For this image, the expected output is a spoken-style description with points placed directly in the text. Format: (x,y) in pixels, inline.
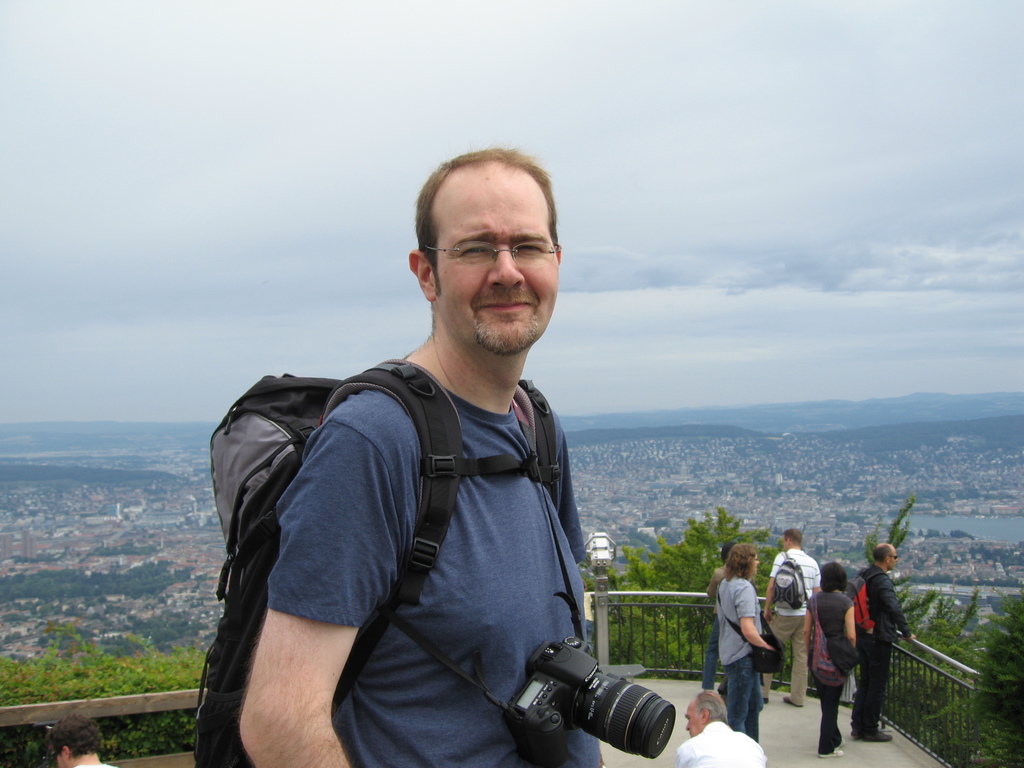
In the foreground of the picture (365,456) there is a person (351,625) wearing a backpack (264,490) and camera (526,684). In the center of the picture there are people (784,625), trees (668,566), plants (146,677), light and railing (683,606). In the background (772,515) it is aerial view of a city (754,475). In the background (581,500) there are trees (183,578), buildings (625,479) and hills (150,433). Sky (194,234) is cloudy.
